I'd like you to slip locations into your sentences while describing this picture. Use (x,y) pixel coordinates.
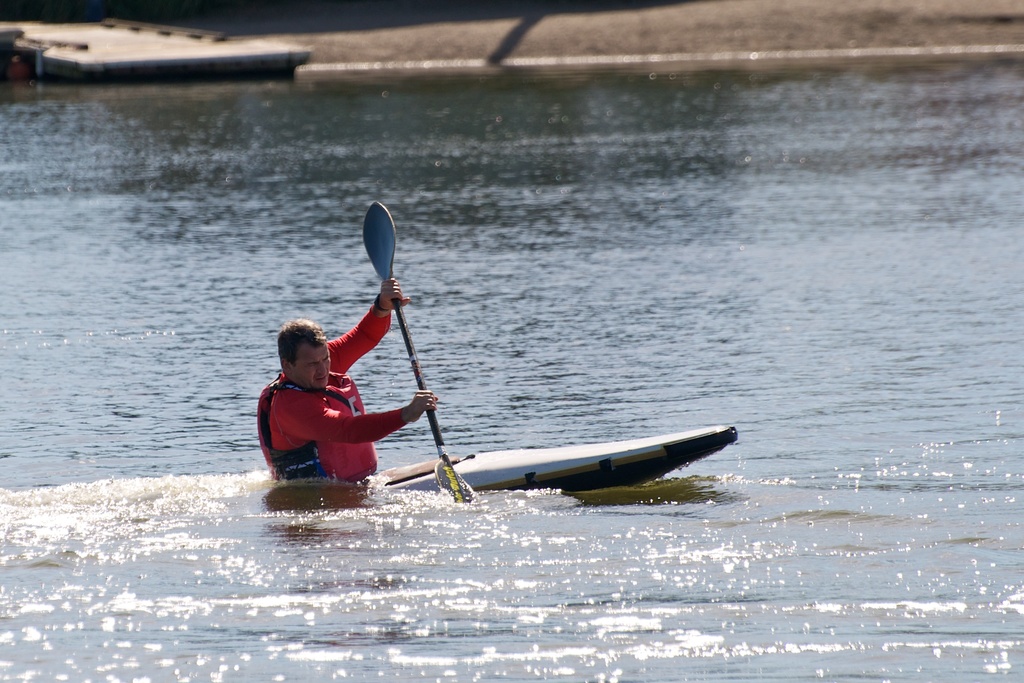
This picture is taken from outside of the city. In this image, in the middle (547,454), we can see a man (299,444) sitting on the boat (494,467) and holding a stick (392,260) in his hand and the boat (496,487) is drowning in the water (75,315). In the background (252,60), we can see a bridge (198,75) and a sand (723,19), at the bottom (545,551), we can see water (459,415) in a lake (481,327).
